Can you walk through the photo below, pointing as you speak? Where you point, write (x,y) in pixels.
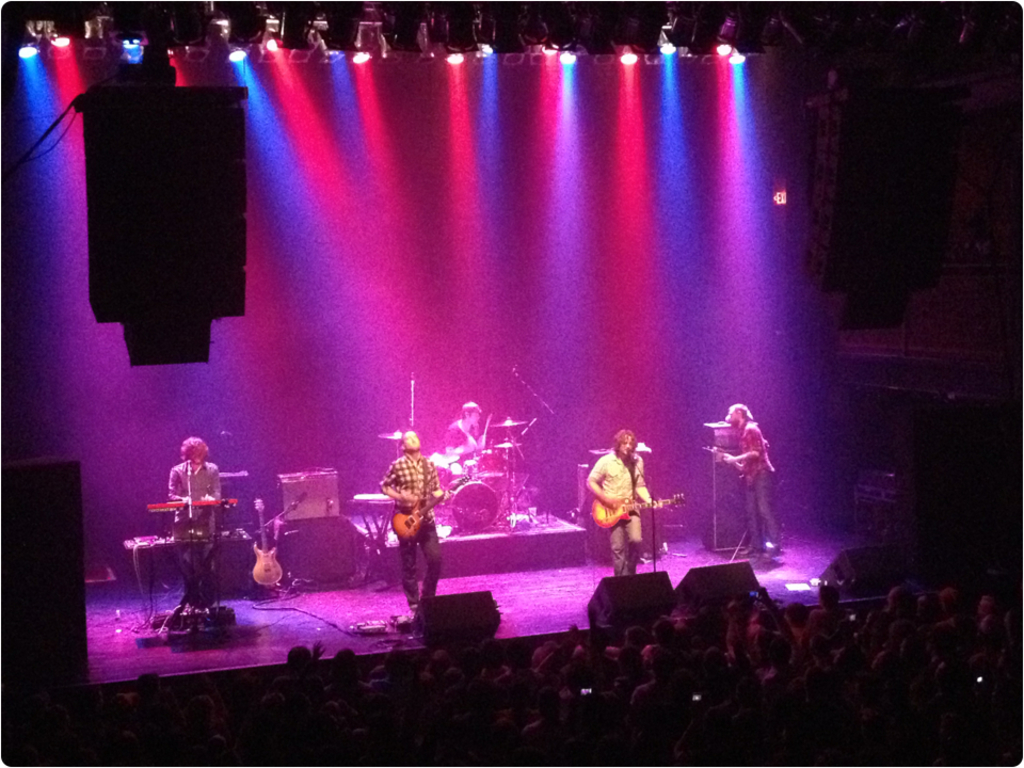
In this picture we can see some boys (743,448) standing on the stage (512,529) and playing guitar (418,520) and music. In the front (513,705) there are some audience (669,694) standing and watching them. In the background (536,181) we can see some colorful spotlights (504,193).
